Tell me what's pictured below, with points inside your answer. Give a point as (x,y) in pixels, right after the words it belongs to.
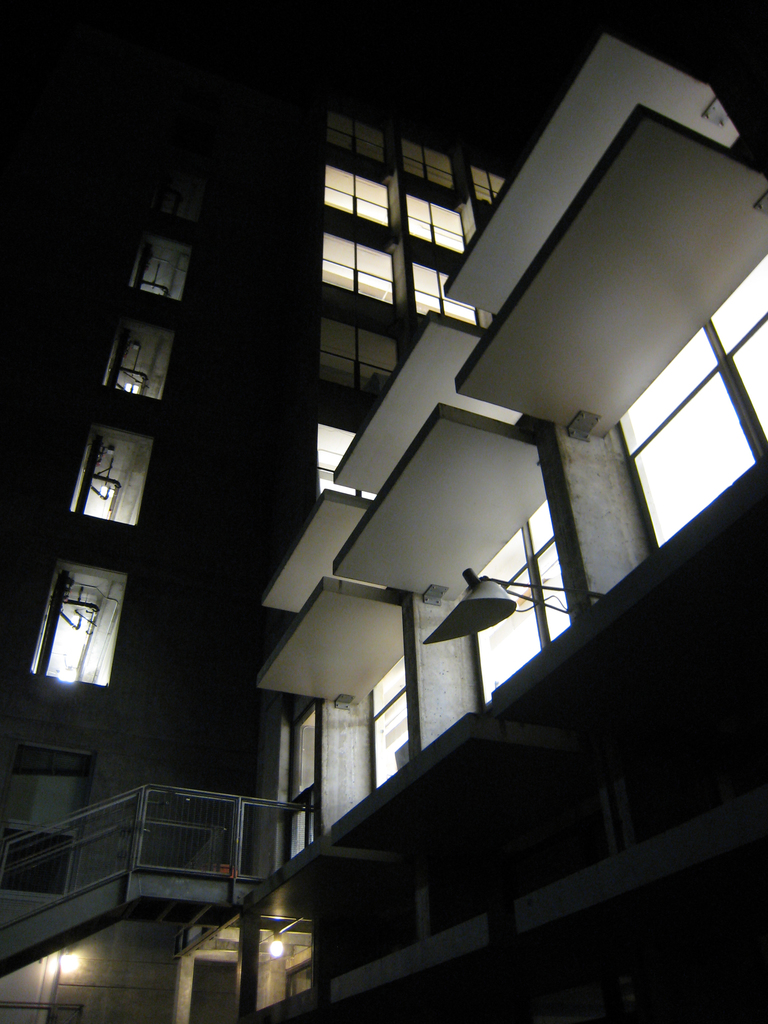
In this image we can see buildings (340,480), windows (364,376), there are lights (463,607), and the background (26,131) is dark.
